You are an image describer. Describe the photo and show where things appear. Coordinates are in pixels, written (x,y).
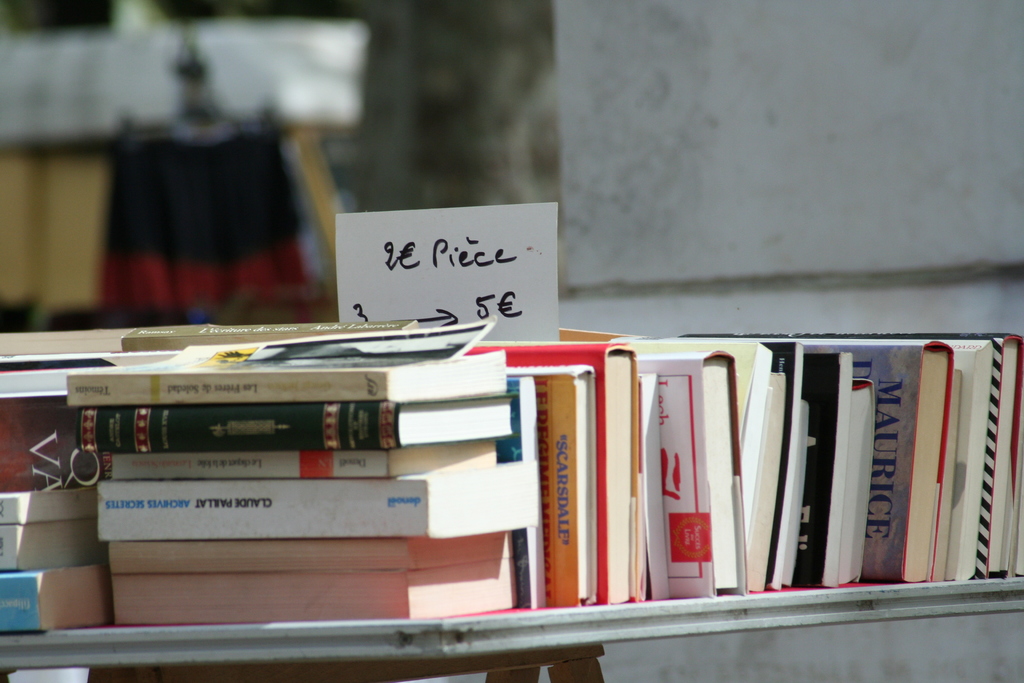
In this image we can see many books (987,549) are kept on the table (482,614). Here we can see the white color paper (402,287) on which we can see the price tag (498,267). The background of the image (940,116) is blurred.
